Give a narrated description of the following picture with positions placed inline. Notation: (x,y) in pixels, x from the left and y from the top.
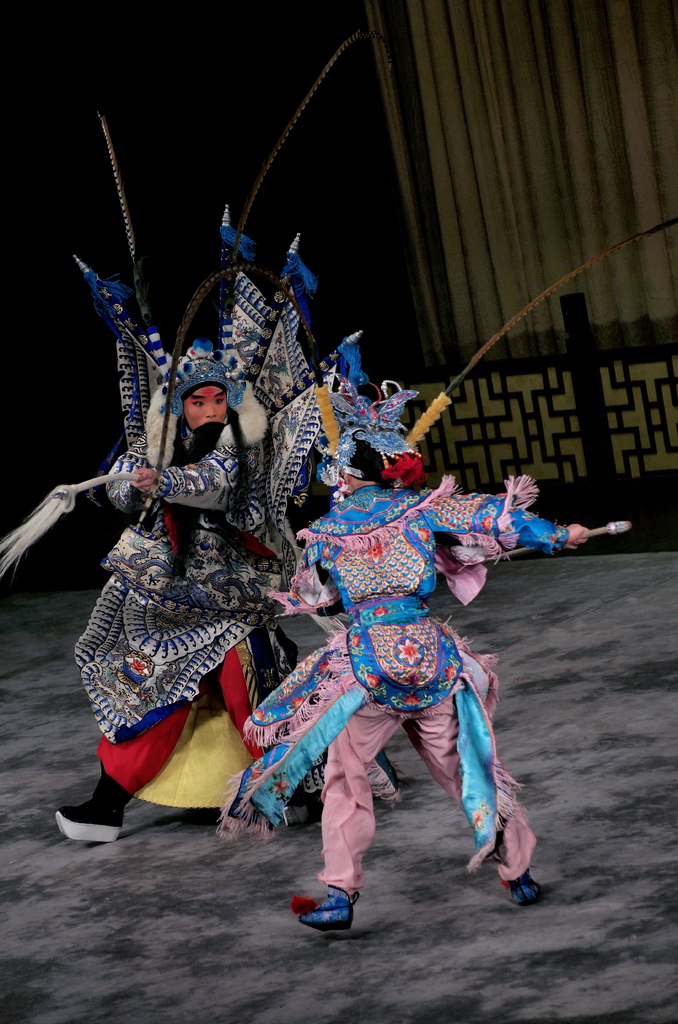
In this picture I can see there are two persons (284,685) and they are holding some object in his hand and they are wearing a pink and blue costumes (367,656). In the backdrop (455,285) there is a curtain (483,291).
